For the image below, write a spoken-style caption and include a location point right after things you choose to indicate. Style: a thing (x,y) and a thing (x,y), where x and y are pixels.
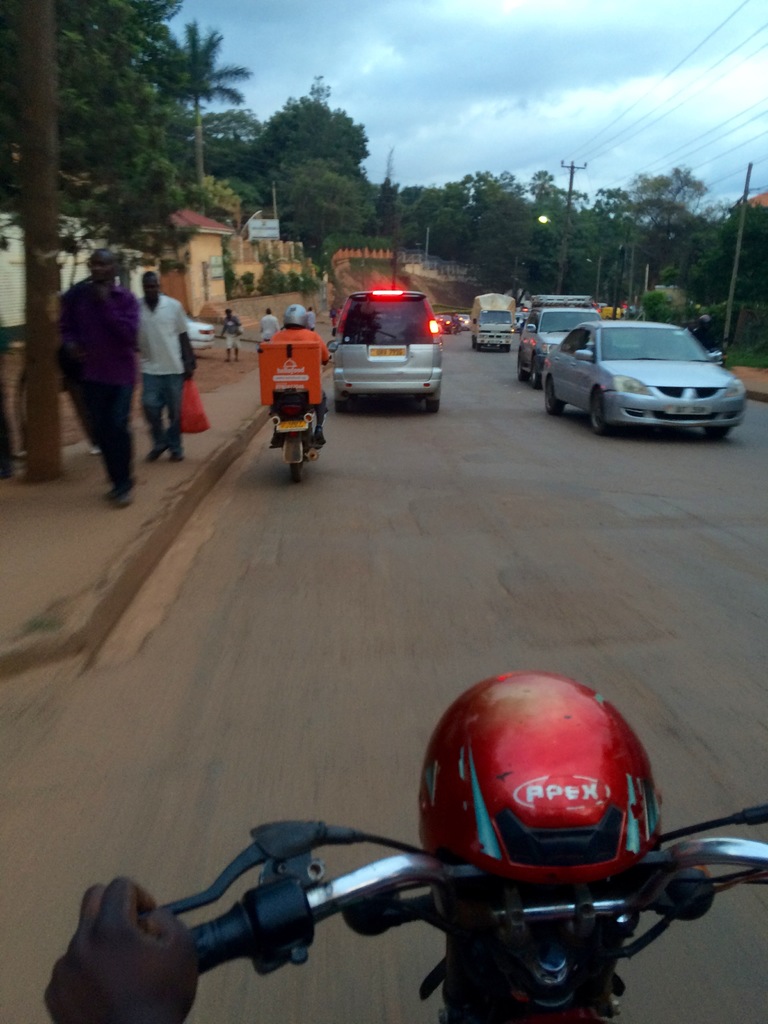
In front of the image there is a person's hand (186,931) and a helmet (532,877) on the handle (249,923) of a bike (551,893), in front of the bike (484,889) on the road (387,482) there are a few vehicles (388,359) passing, beside the road (410,573) on the platform (140,386) there are a few people (167,361) walking. In the background of the image (167,198) there are trees (214,193), buildings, lamp posts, electrical cables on top of electric poles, at the top of the image (585,85) there are clouds (413,90) in the sky (427,84).
